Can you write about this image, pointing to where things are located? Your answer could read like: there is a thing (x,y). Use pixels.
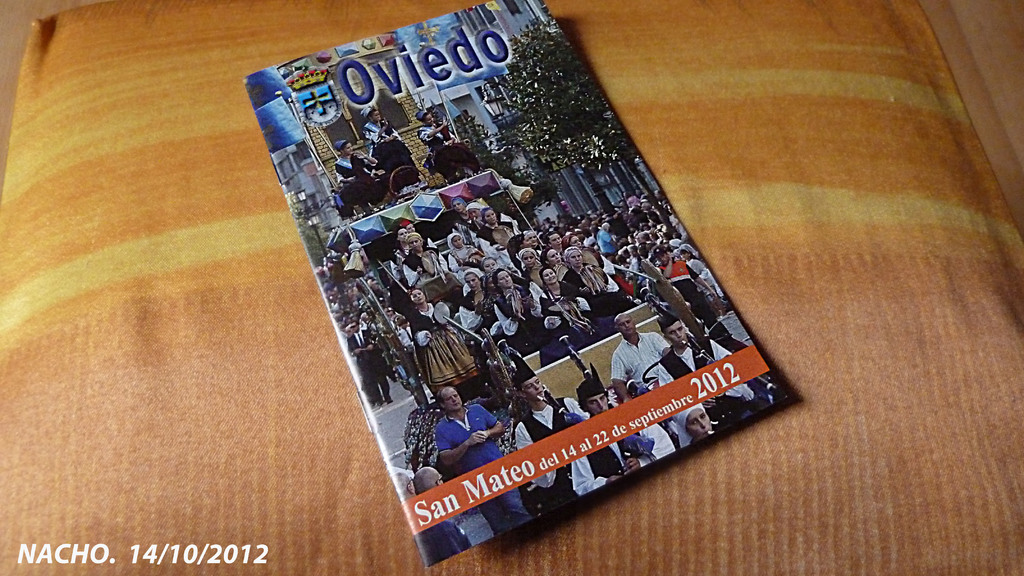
In this picture there is a book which is placed on a pillow (174,32) in the center of the image (409,278).
